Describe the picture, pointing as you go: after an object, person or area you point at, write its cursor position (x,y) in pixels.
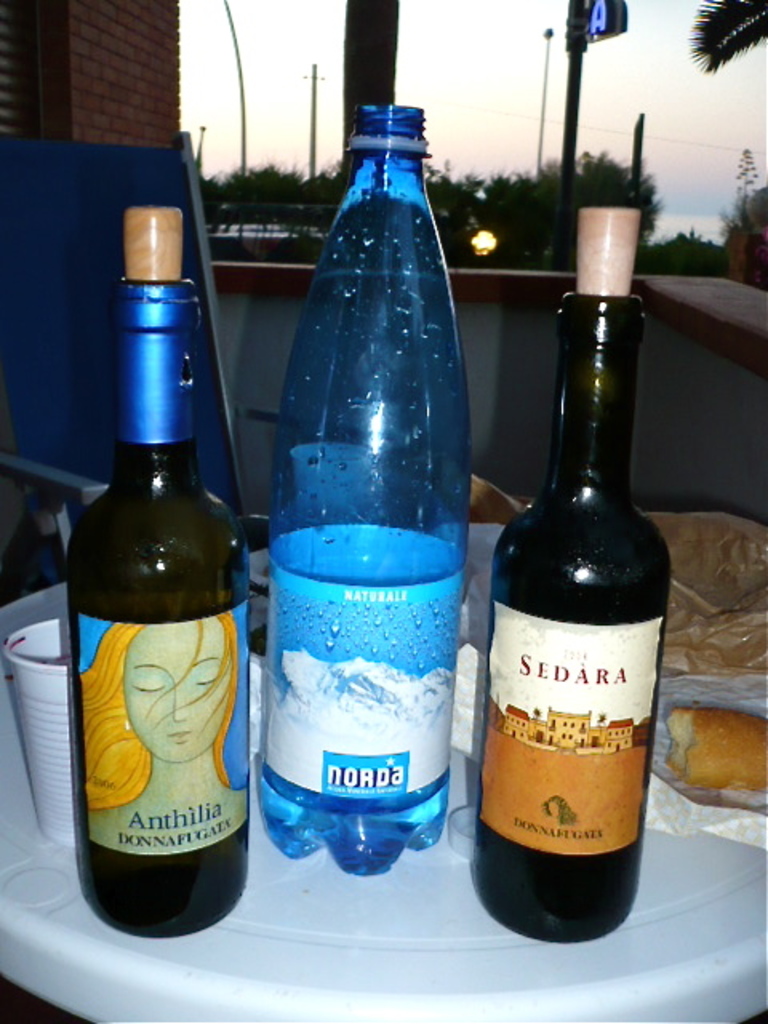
There is a table (671,854). There is a wine bottle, glass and water bottle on the table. We can see in the background (730,235) there is a sky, trees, and some wall bricks (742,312).
